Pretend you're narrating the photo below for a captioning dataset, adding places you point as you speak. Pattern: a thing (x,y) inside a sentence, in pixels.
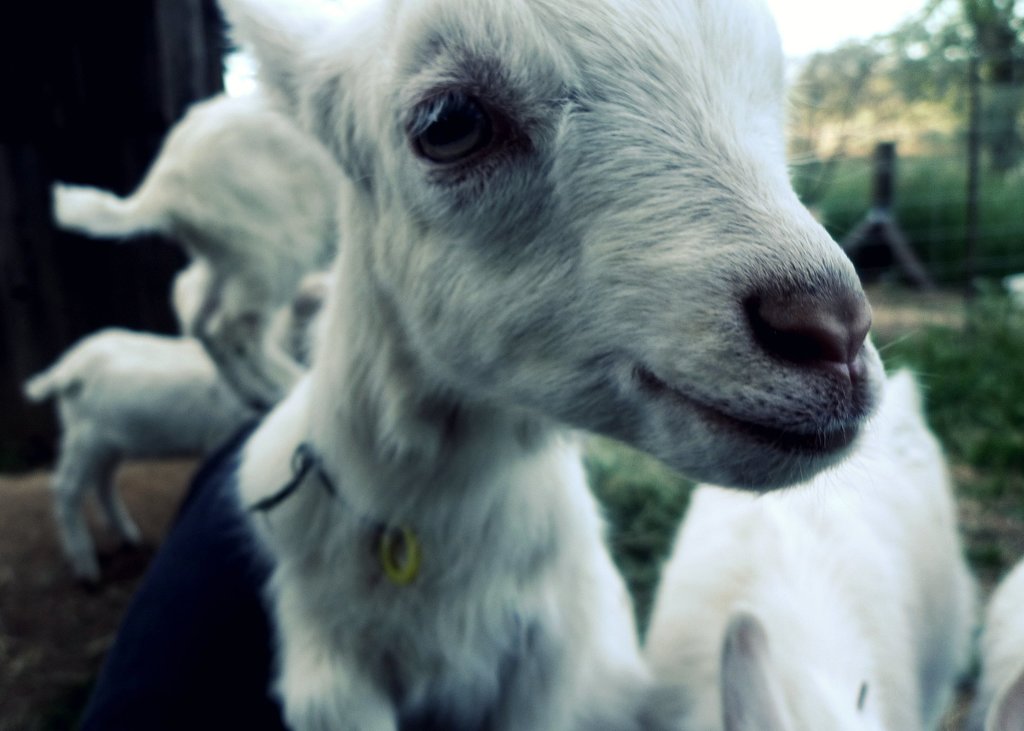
In this image I can see many animals (527,562). To the right (943,390) I can see the plants (954,397). In the background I can see the poles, trees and the sky (789,45). To the left (66,160) I can see the black color object (66,160).
